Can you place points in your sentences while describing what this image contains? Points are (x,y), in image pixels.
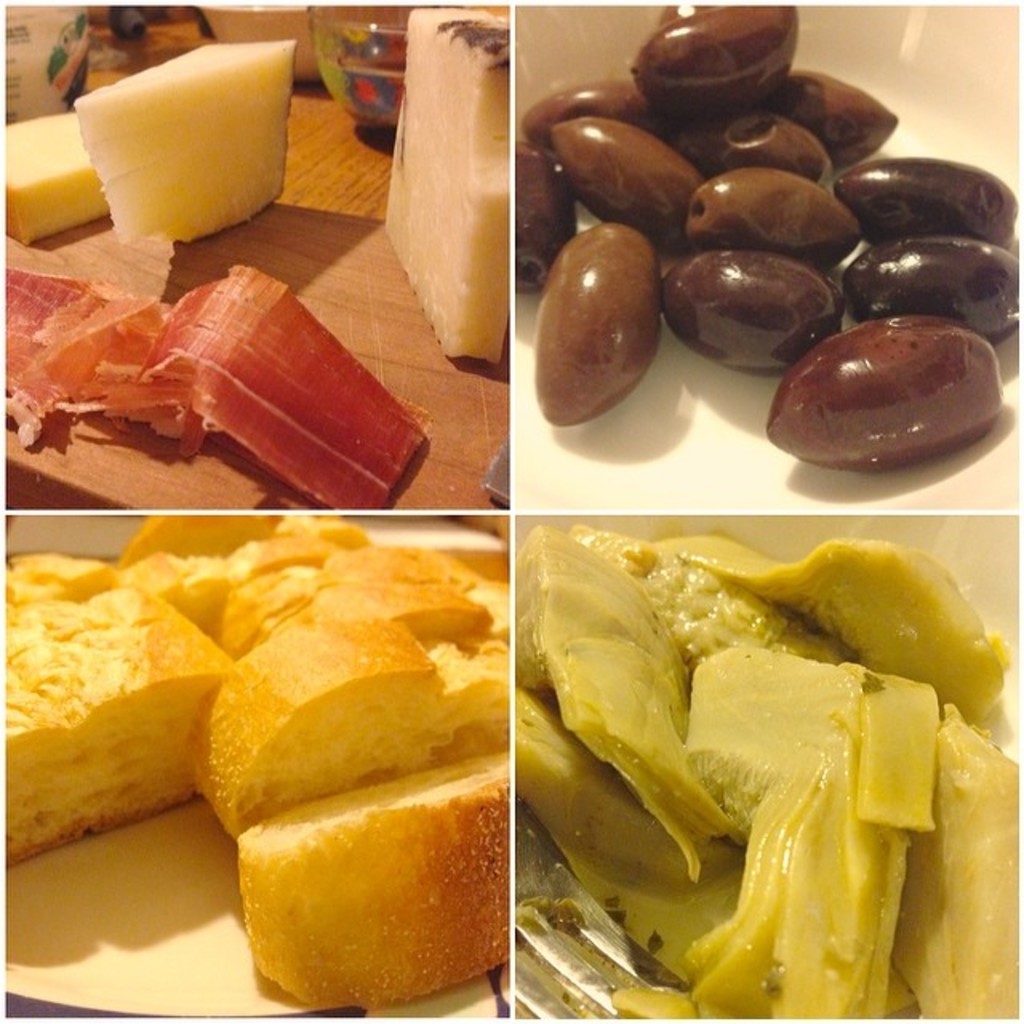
This image is a collage. In this image we can see different varieties of foods (452,826) on different images.
